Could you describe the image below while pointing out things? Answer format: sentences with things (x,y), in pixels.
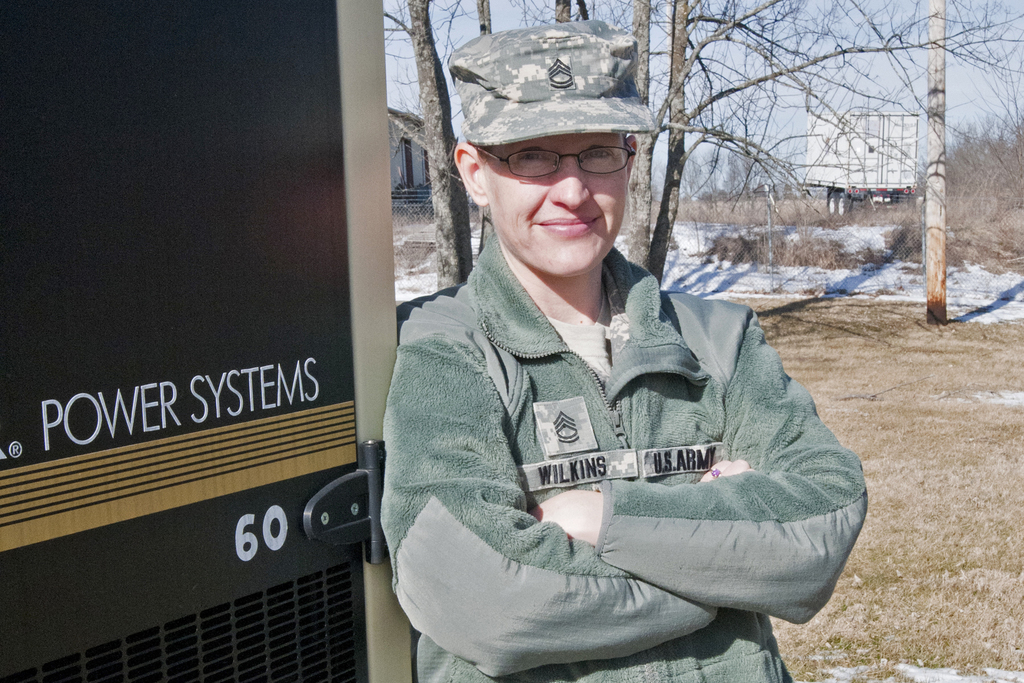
In the image there is a person (536,436) wearing jacket (670,418) and camouflage cap (595,95) standing, in the back (719,197) there are dried trees (681,119) on the land (868,346) with a truck carriage (869,180) in the background (907,130), on the left side (292,462) it seems to be generator (170,131).
